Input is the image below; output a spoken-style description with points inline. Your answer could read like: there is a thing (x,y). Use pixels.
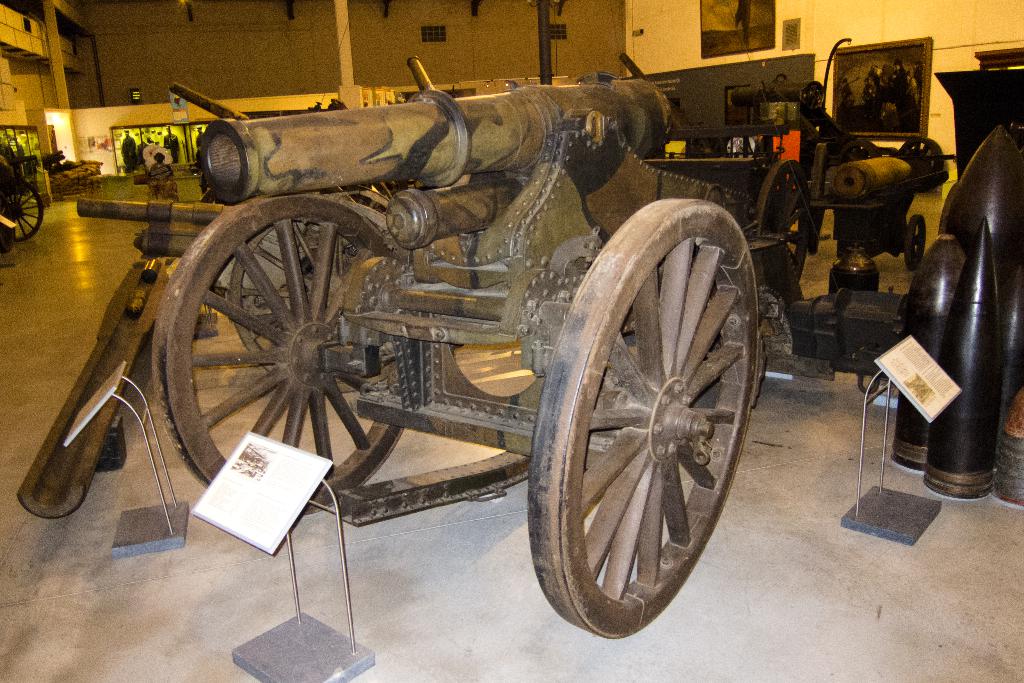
In this image in the center (406,252) there is a vehicle (540,381) and there are wheels (686,270), vehicles (871,156), boards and objects (83,165). In the background (158,81) there is wall (178,64), lights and some pillars (337,59), windows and objects (179,147). At the bottom (822,508) there is floor (840,509), on the right side of the image (922,314) there are metal objects (952,349).
